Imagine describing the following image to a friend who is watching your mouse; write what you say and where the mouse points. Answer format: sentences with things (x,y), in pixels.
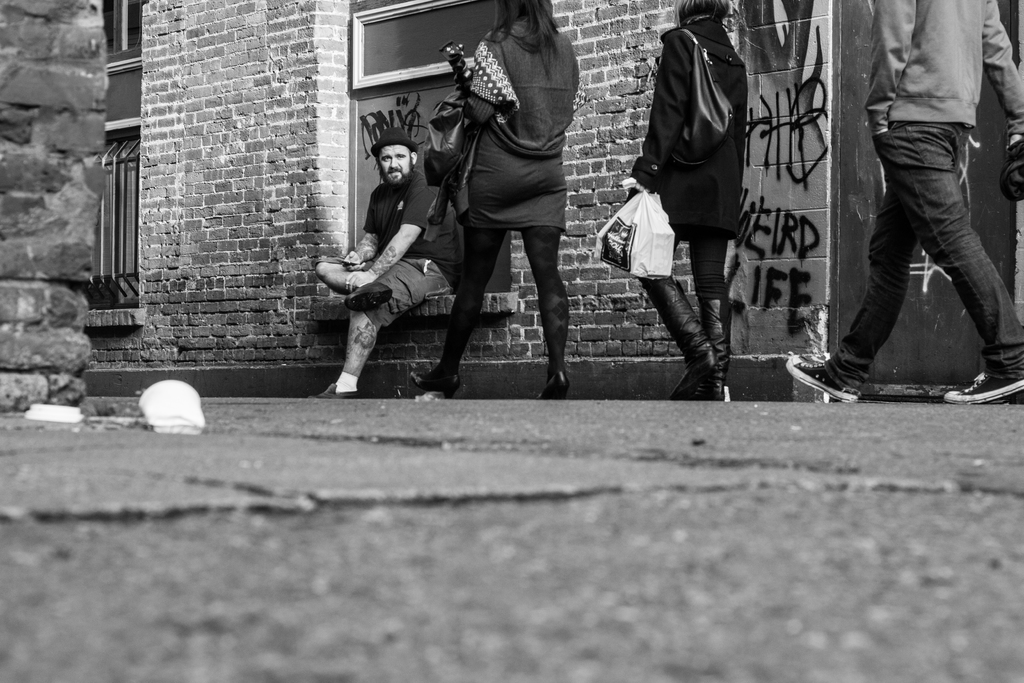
In this image in the background (814,132) there are buildings (608,117). A person (388,221) is sitting here. Three people (532,205) are walking on the street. This person (696,234) is holding a bag (644,192).
